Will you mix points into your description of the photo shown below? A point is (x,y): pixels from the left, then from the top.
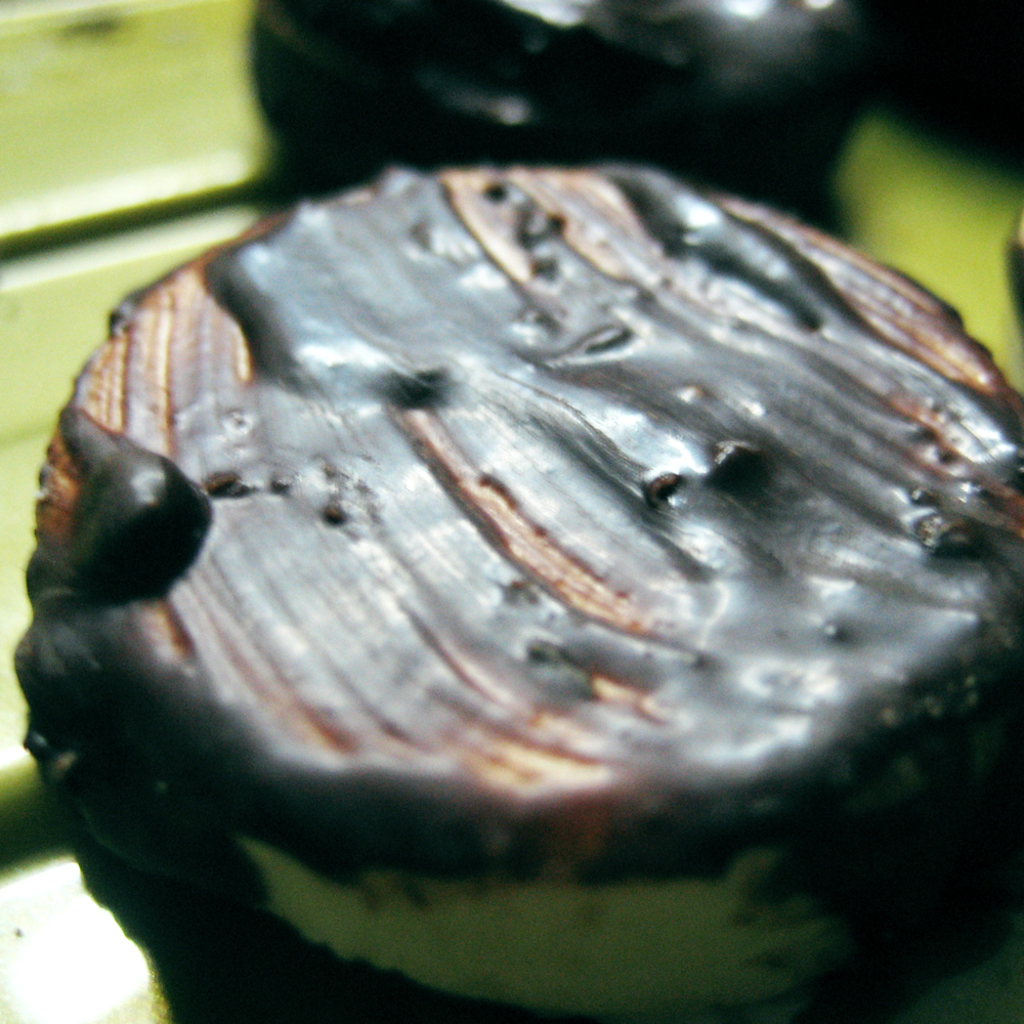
In the image we can see there is a cake (318,705) on which there is a chocolate cream (462,547).
